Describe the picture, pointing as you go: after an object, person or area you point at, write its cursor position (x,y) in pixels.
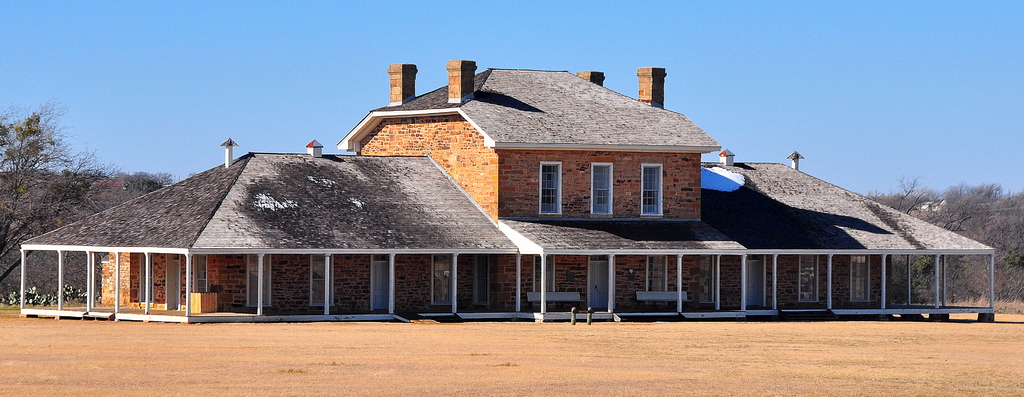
In this image there is a building (576,202) having few windows (654,283) and doors (386,284). Background (102,205) there are few trees (955,221). Top of the image (896,90) there is sky (965,157). Bottom of the image (584,356) there is land (519,378).
